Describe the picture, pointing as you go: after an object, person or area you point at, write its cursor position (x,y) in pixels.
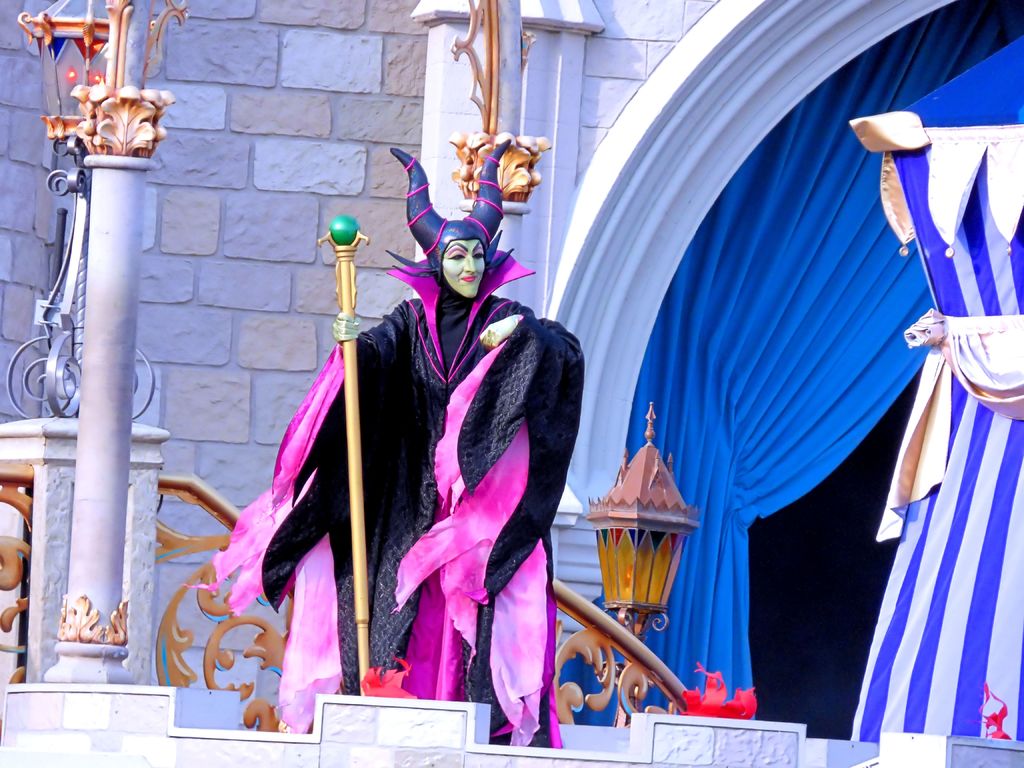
There is a woman (434,338) holding a stick (351,482), wearing a costume (487,370) and standing in the foreground area of the image (417,364), there is a pillar (121,251) on the left side (129,277), there is a lamp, curtain (778,271), an arch (628,281) and the wall (571,166) in the background (754,129).
